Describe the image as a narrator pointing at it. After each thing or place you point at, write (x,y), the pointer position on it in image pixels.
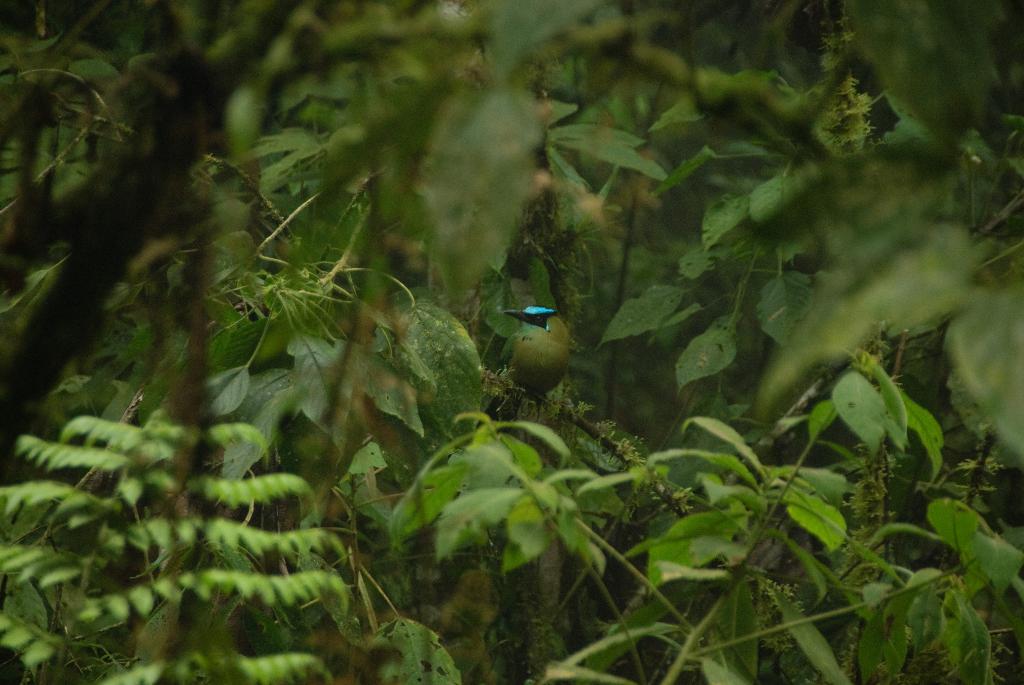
A bird (521,320) is sitting on the green color tree (499,317).
